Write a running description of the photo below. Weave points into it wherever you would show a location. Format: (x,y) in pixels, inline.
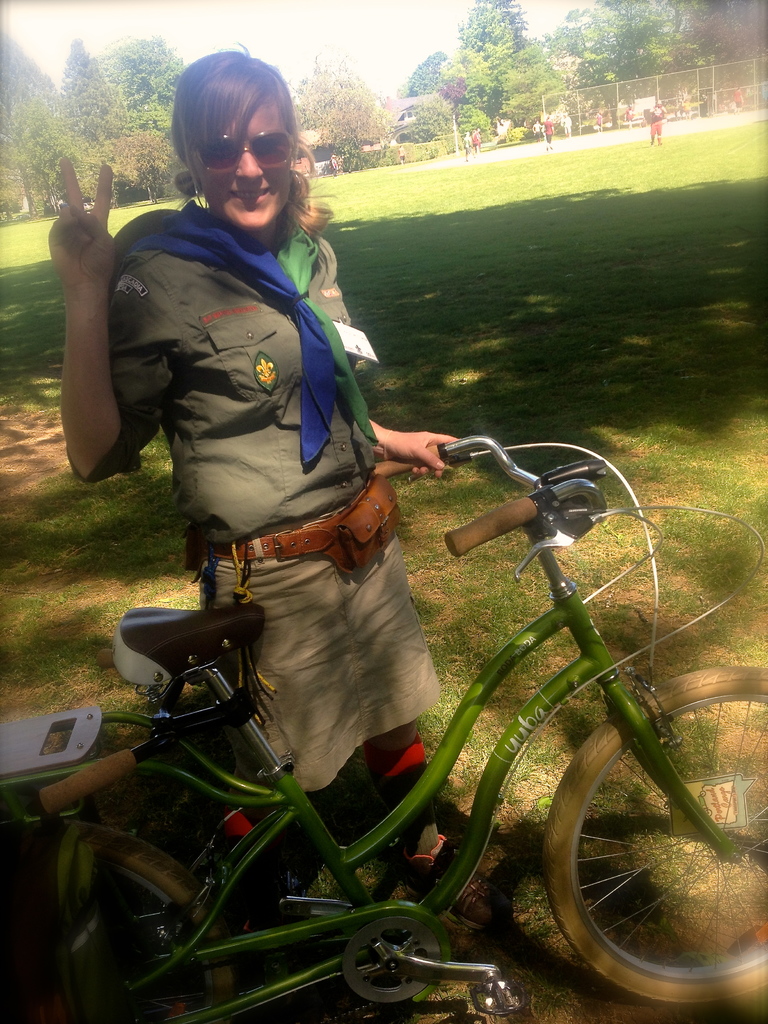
In this image I can see a woman (346,706) holding a bicycle (144,945). In the background (547,304), I can see the grass (534,263) and the trees (556,64).
